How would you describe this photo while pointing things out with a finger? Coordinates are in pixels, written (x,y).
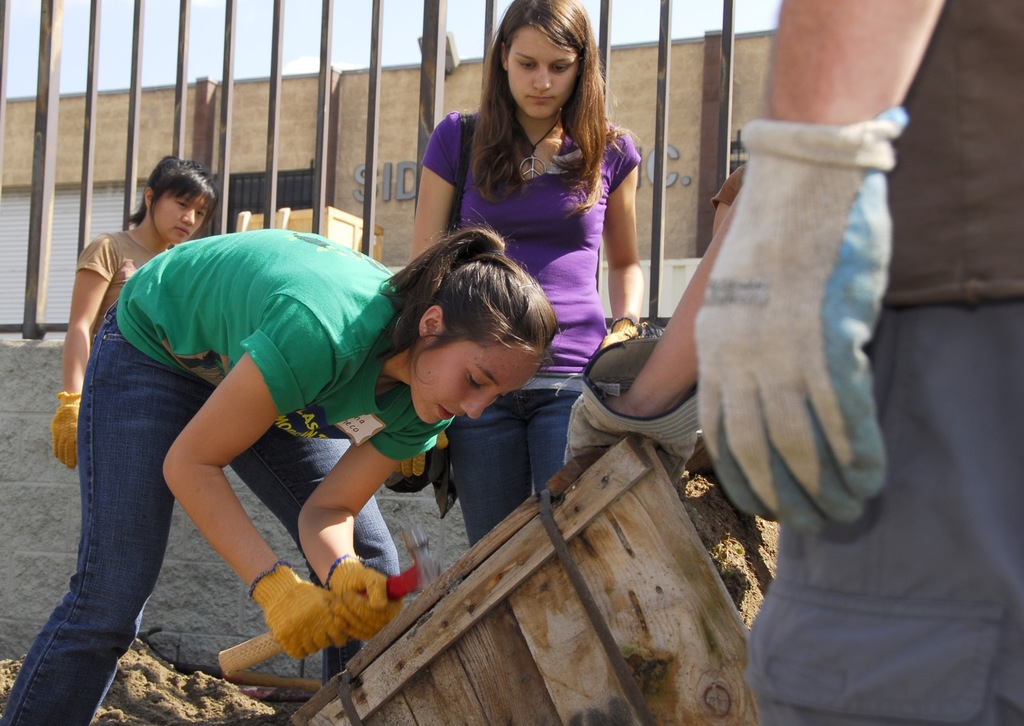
In this image I can see few people (497,328) and I can see all of them are wearing gloves (637,351). I can also see she is holding a hammer (388,595). Here I can see a wooden thing (525,527) and in the background (355,158) I can see a building (357,179), the sky (287,43), a cream colour thing (341,222) and over there I can see something is written.
